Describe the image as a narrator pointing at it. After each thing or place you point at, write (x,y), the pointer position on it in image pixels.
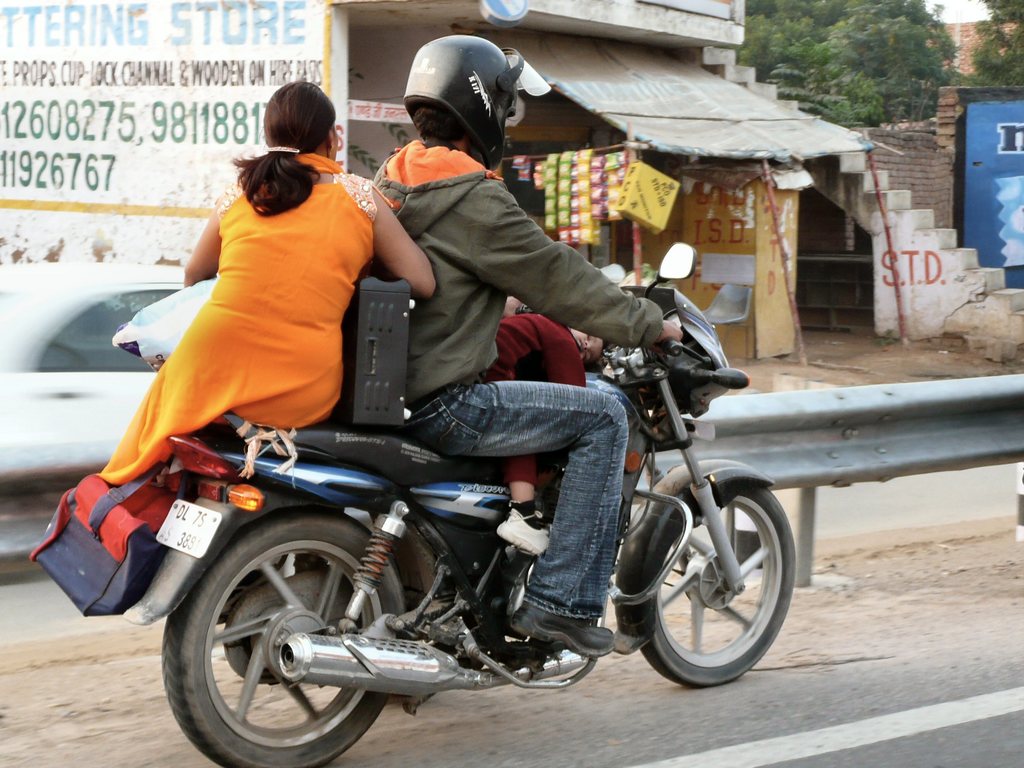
In this image I can see a bike (692,398) and three people (515,395) on it. In the background (587,179) I can see a shop (678,171) and few trees (840,55).
